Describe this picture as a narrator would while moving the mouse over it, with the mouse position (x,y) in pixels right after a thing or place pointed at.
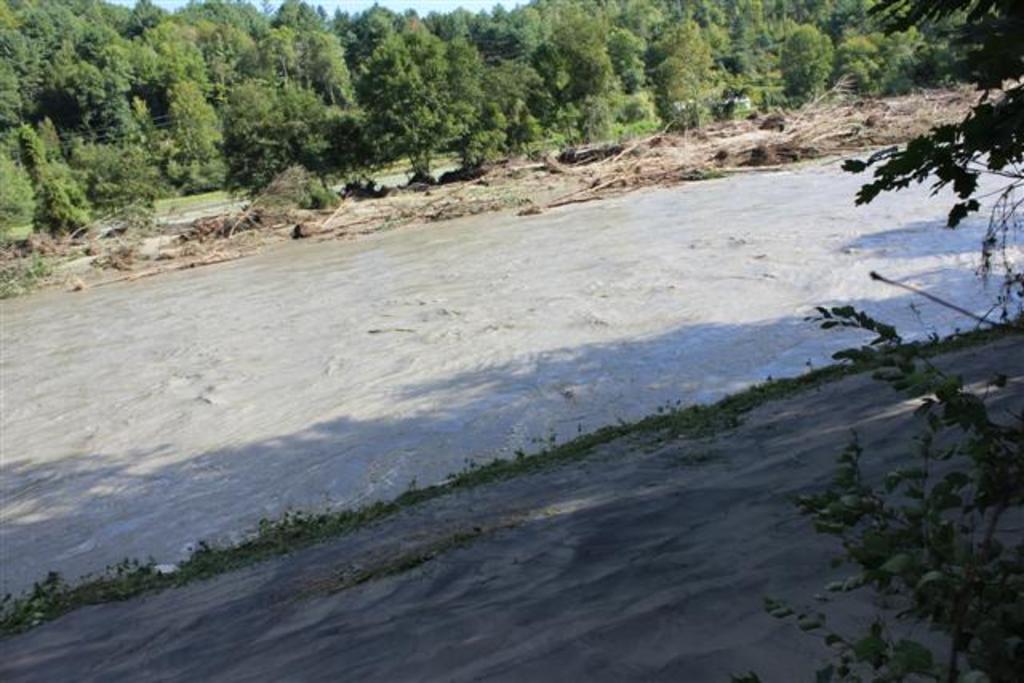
In this image in front (872,340) there is water (433,297) and in background (356,172) there are trees (369,70) and sky (403,4).
